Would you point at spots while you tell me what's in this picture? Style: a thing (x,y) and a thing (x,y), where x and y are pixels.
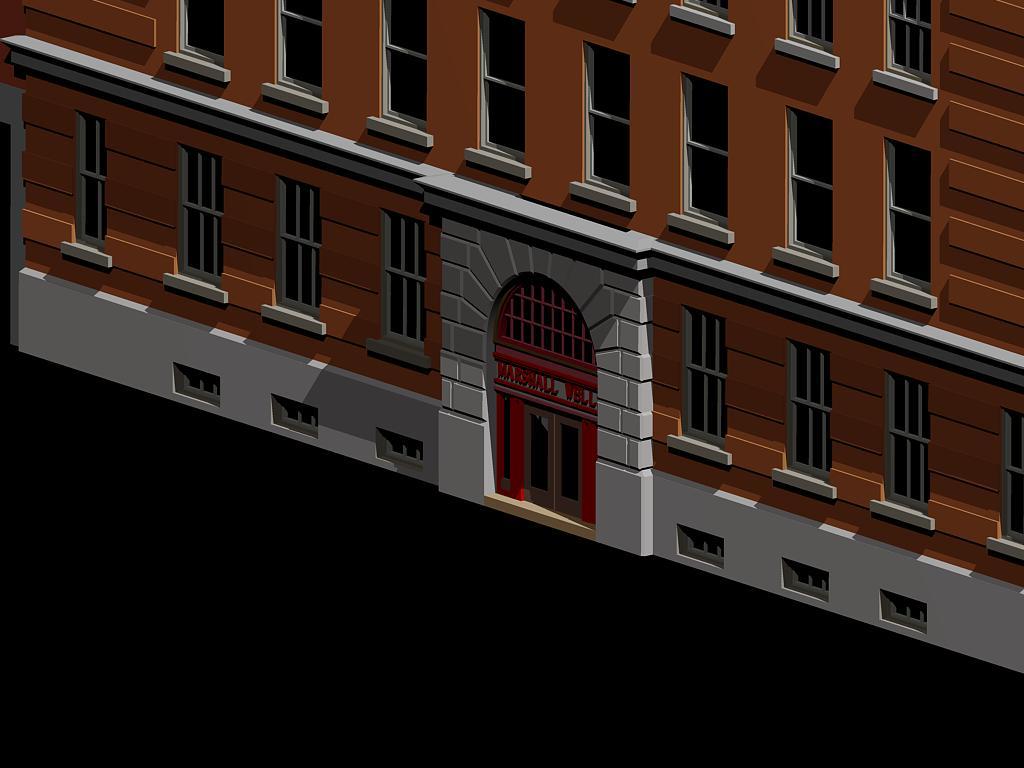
In this image we can see a building (357,382), there are some windows (299,274), doors (553,461) and the text (540,376).
